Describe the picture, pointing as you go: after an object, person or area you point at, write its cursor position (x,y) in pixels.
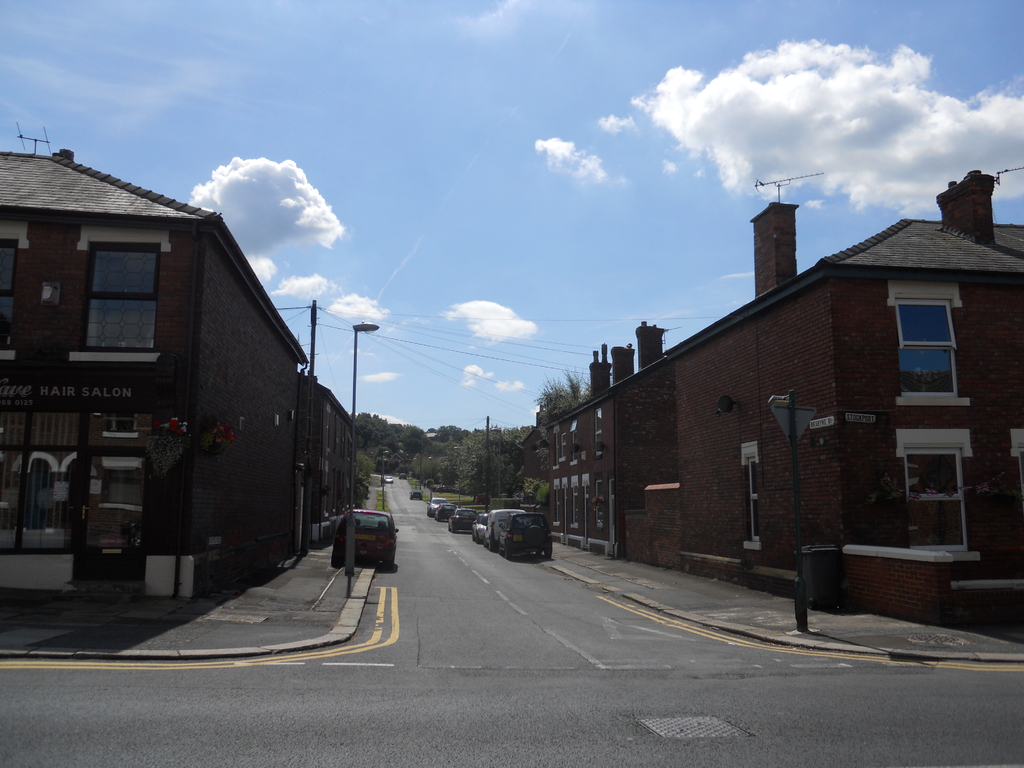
In this picture there is a view of the road (427,559). In the front (541,543) there are some cars (463,520) parked on the roadside (516,559). On both the sides we can see brown color houses (718,381) with roof tile (899,248) and pipe chimneys (629,347). Behind we can see the street pole (362,327) with cables (391,335) and trees (363,441).
